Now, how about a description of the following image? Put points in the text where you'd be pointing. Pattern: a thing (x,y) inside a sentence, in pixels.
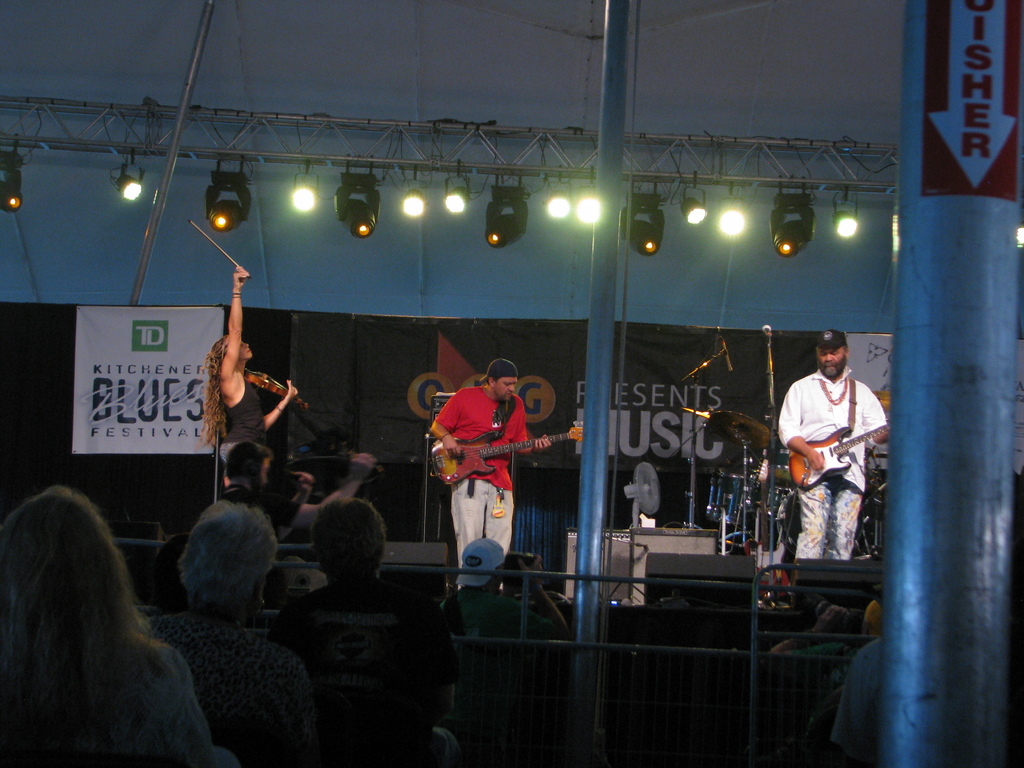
It is a music concert, there are total three people (477,424) on the stage (759,456), two holding guitar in their hand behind them there are other drums (746,476), a table fan (647,471). In front of these people (211,418) there are some audience (335,599) sitting in the background (152,393) there is a banner (92,354) and some other lights (851,209).
